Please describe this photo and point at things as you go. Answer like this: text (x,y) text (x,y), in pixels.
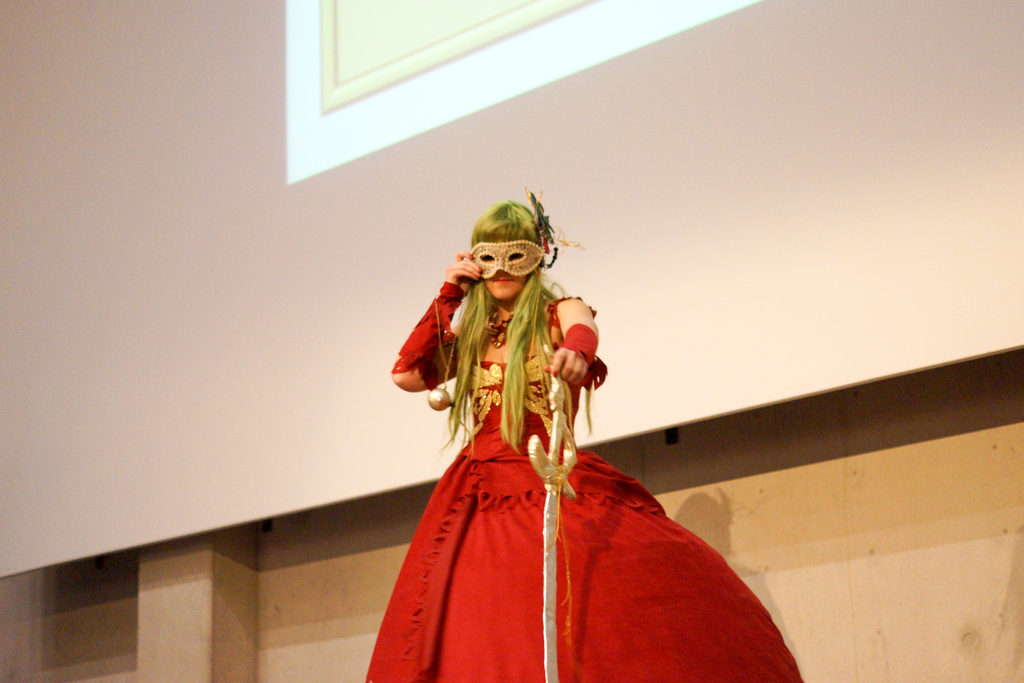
In this image a lady (530,501) is standing wearing red frock (482,399) and mask (500,251). She is holding a sword (548,507). In the background (359,65) there is a screen (370,140).
